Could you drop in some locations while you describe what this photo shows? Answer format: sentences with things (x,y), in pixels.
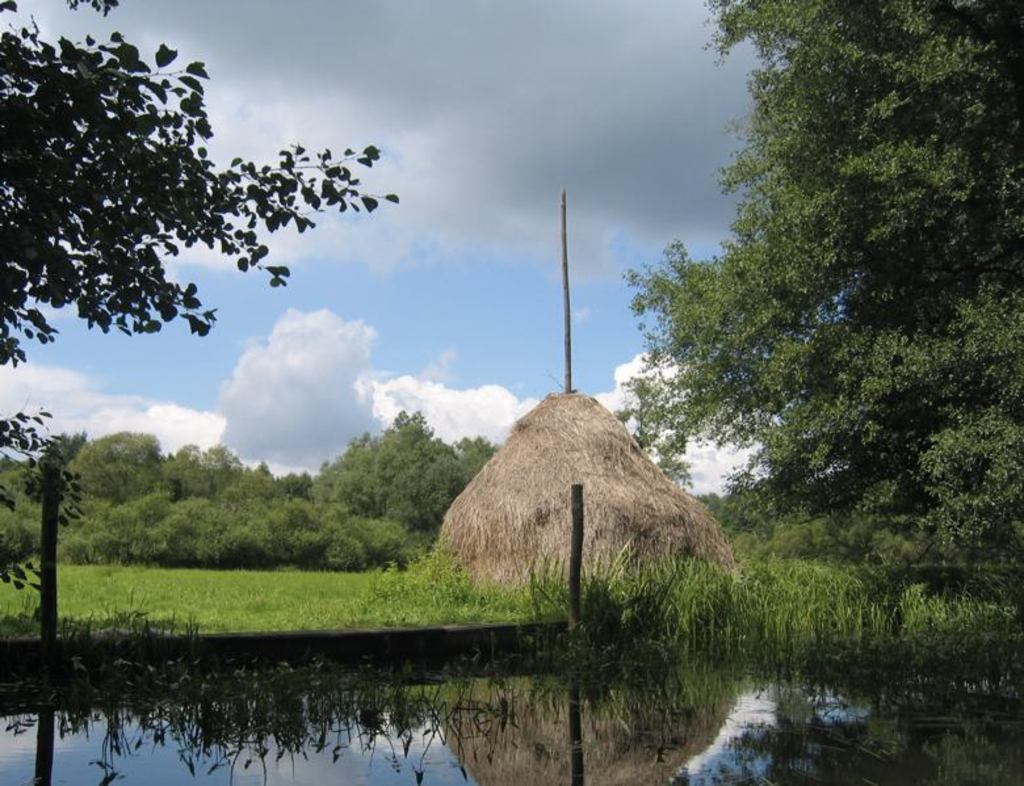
There is a surface of water (584,716) at the bottom of this image (554,732). There is a grass (529,597) and some trees (444,494) are present in the middle of this image (385,499), and there is a cloudy sky (359,319) in the background (424,296).
